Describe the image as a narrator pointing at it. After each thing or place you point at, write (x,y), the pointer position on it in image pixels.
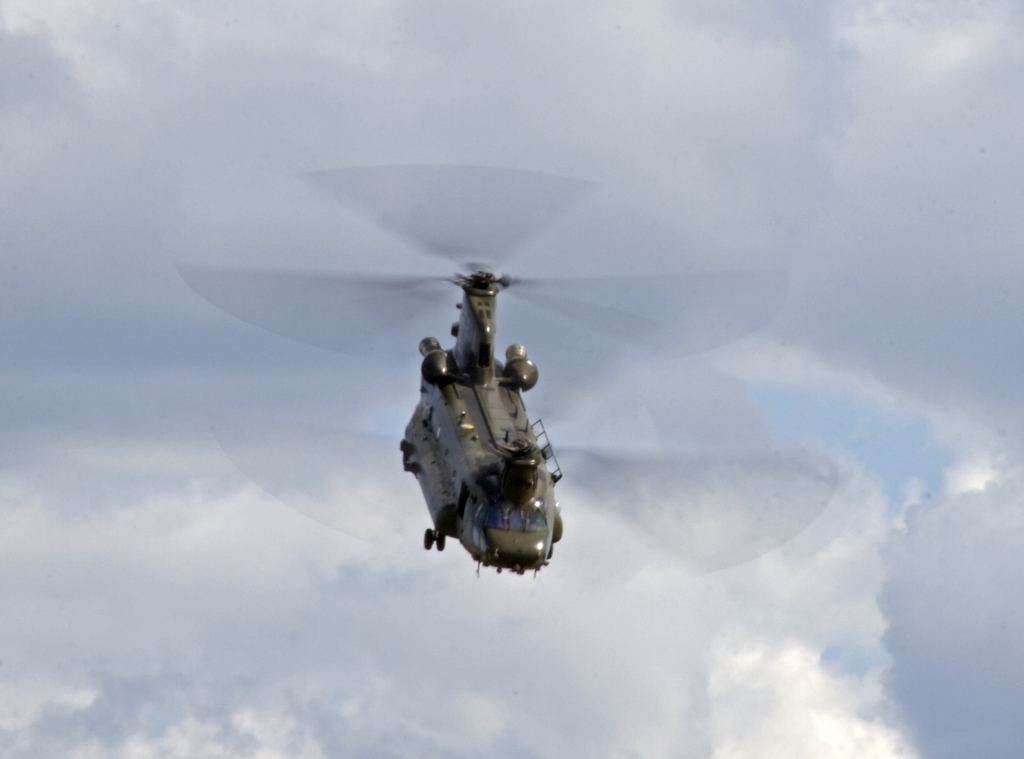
In this image, we can see a helicopter (462,407). We can also see the sky (401,356) with clouds (440,312).
